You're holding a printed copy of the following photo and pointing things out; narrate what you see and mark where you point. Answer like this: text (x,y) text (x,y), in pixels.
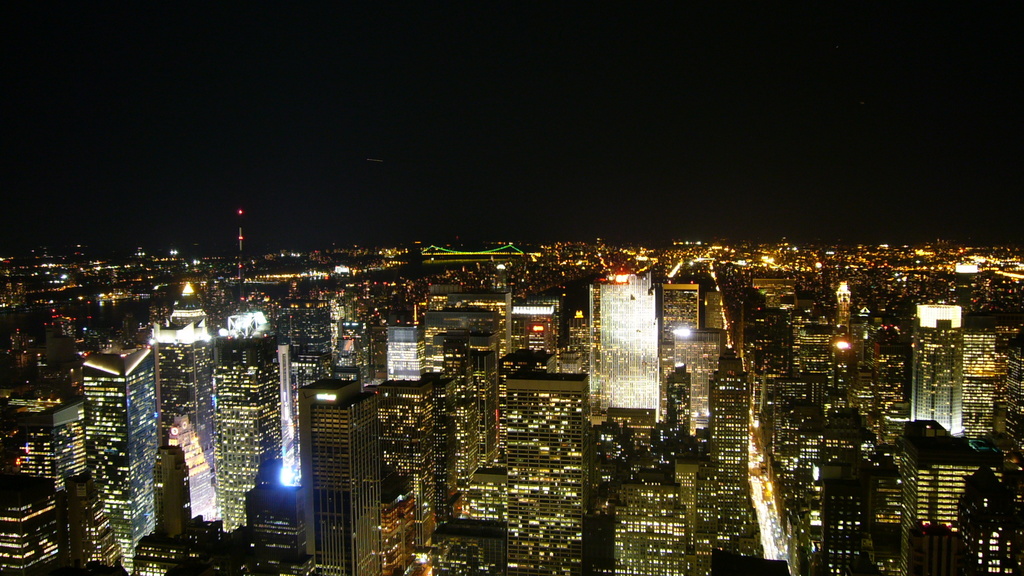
In this image at the bottom (575,446), there are many buildings (595,372), lightings (594,321), vehicles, bridge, towers (242,261). At the top (578,108) there is sky (464,108).
